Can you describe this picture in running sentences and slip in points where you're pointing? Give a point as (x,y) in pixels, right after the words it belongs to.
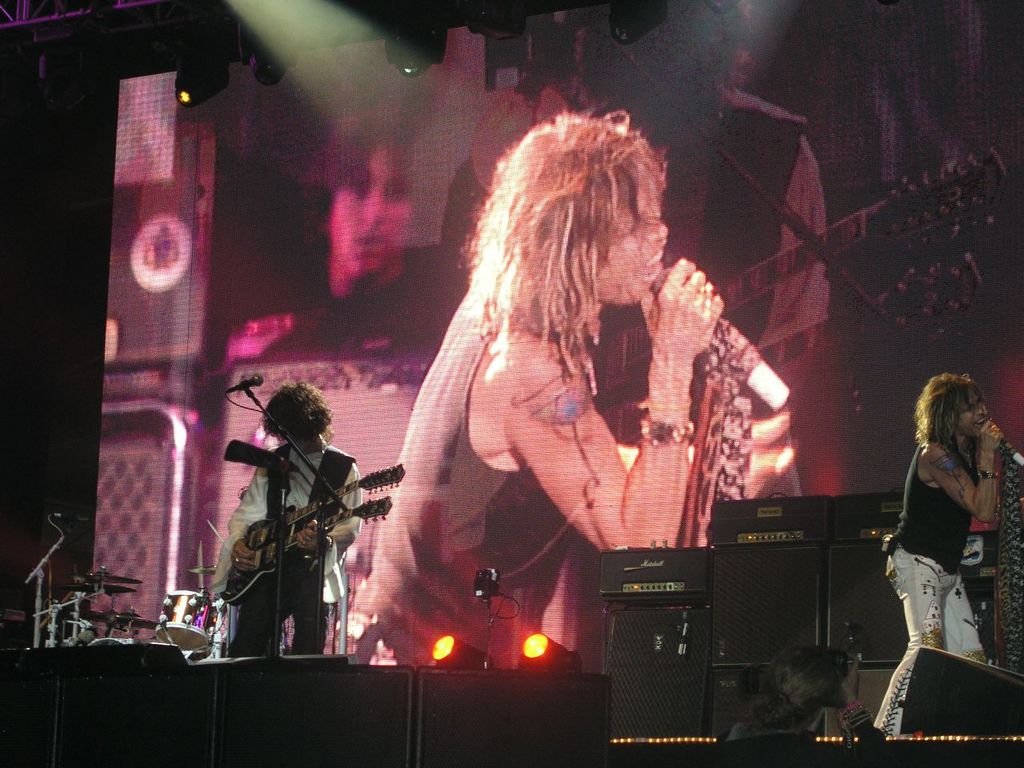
In this image, in the right side (968,501) there is a woman (982,472) she is standing and holding a microphone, she is singing in the microphone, in the left side (321,463) there is a person (267,475) standing and holding a guitar (378,515), he is playing a guitar (294,537), in the background (535,441) there is power point projection (387,337) and there are some lights (269,75) which are in yellow color in top (261,64).
